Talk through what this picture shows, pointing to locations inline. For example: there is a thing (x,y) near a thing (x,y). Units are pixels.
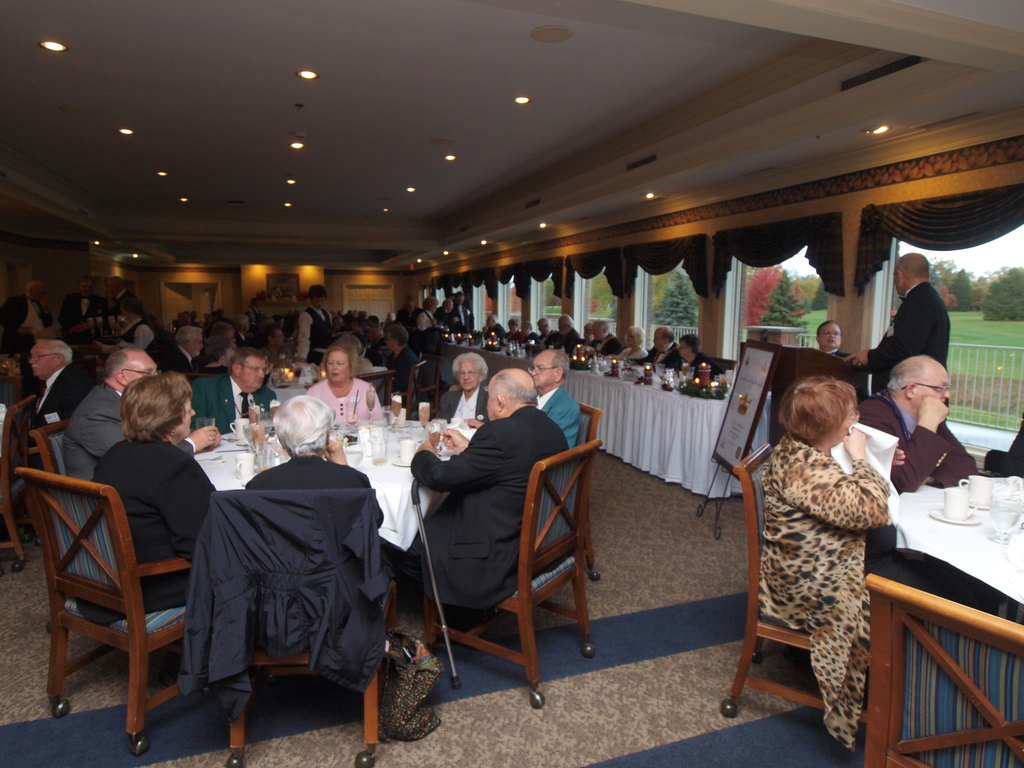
In this image i can see group of people (497,552) sitting on a chair (557,555) there are few glasses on a table (383,470), table (382,481) covered with a white cloth (398,487), at the right (683,353) i can see few candles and some food items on the table (683,395) and some people (642,345) sitting, here at the back ground (308,319) some persons (131,323) are standing at right (810,369) i can see a podium (827,371) and a pole (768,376), at the back ground (772,303) i can see a brown curtain (940,225), trees (1002,297), sky (1008,255) at the top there is a light (515,103).
